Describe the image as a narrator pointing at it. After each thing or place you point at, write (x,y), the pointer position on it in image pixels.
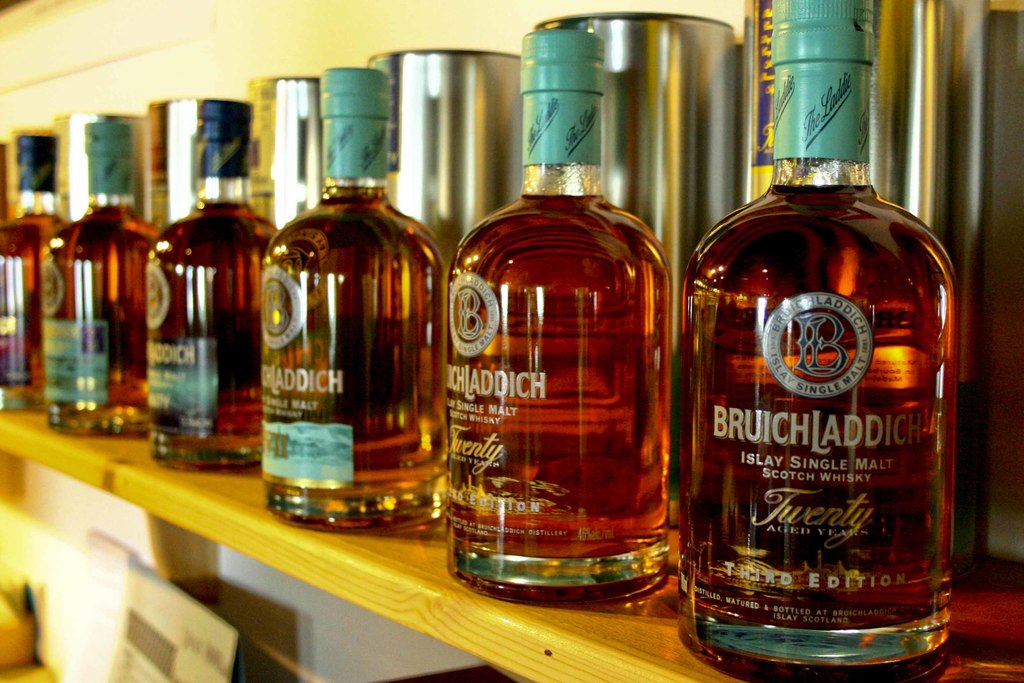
In the image there are total six whisky bottles (340,286) kept on a shelf (586,649), in the background (355,25) there is a wall (406,22).
